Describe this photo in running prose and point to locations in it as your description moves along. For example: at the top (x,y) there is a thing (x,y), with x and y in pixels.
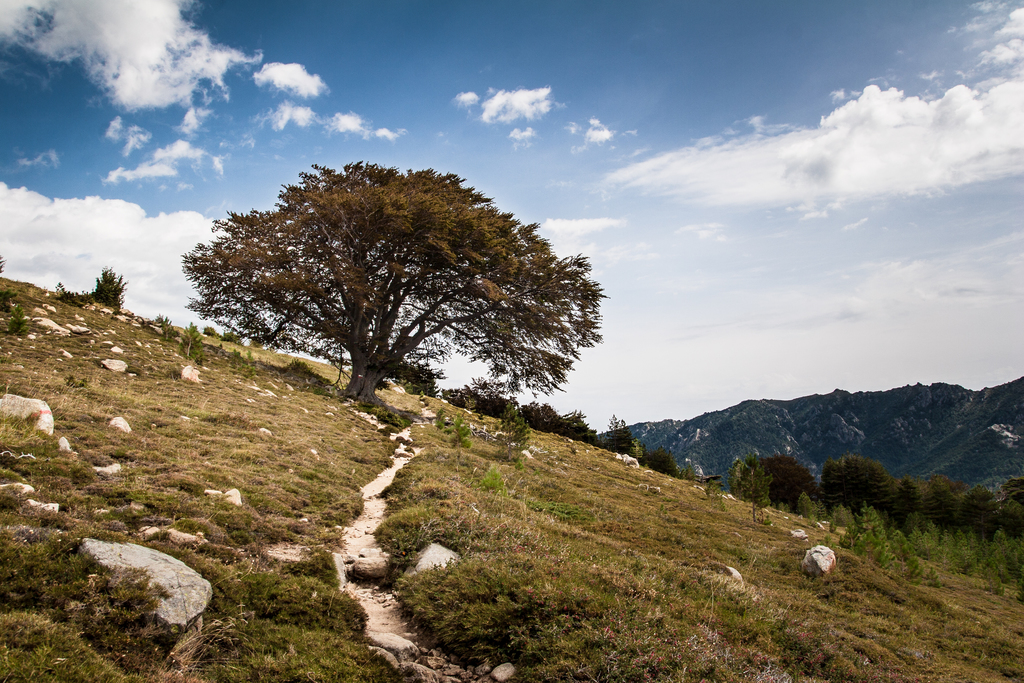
In this image there are trees (621,437). In the background (745,433) there are hills (797,400) and sky (773,314). At the bottom (539,593) there is grass (544,607).
